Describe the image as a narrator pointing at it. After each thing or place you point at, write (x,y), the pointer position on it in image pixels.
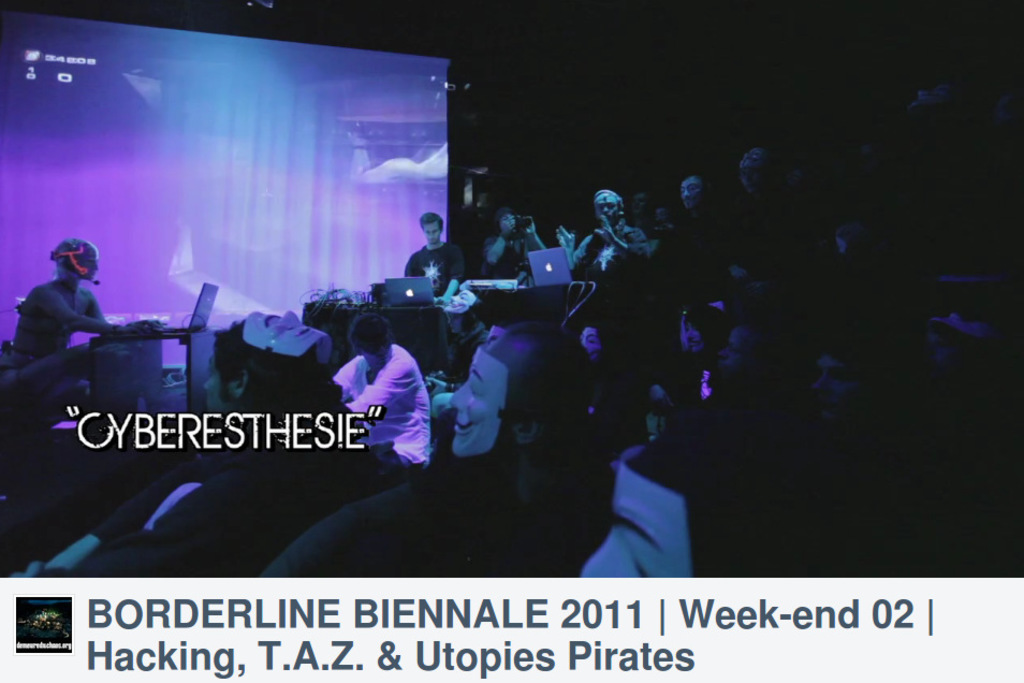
In this picture we can see a group of people (842,360), here we can see laptops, projector screen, tables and some objects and in the background (784,252) we can see it is dark, at the bottom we can see some text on it.
